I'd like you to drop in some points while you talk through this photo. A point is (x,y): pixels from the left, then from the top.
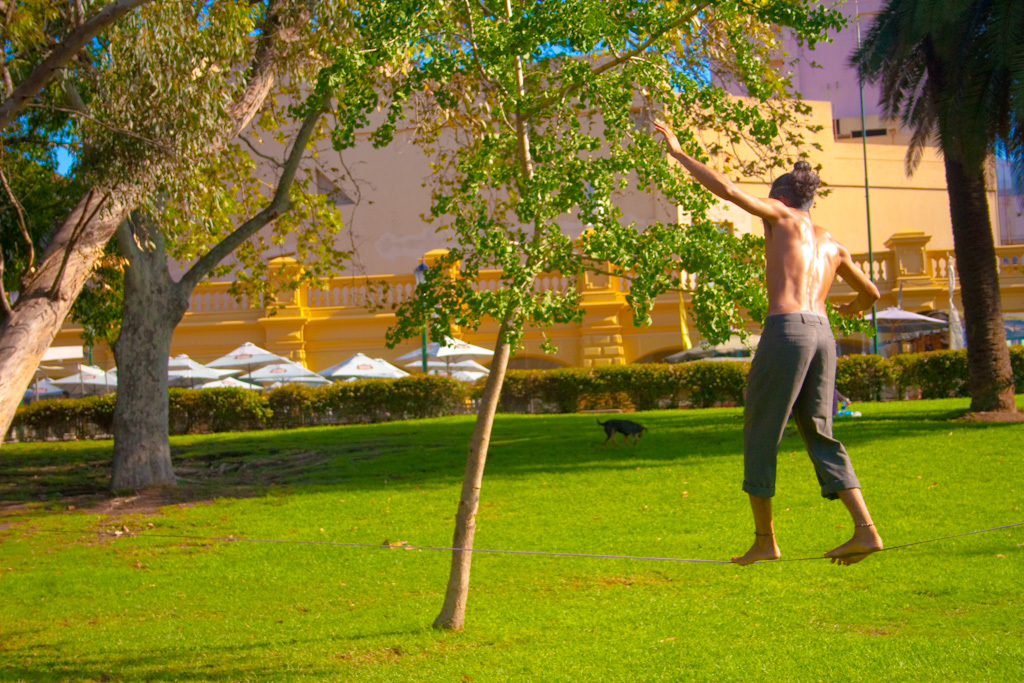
In this image we can see a person (829,485) standing on the balancing rope (212,540). In the background (543,412) there are buildings (742,161), parasols (242,369), trees (536,77), sky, bushes (264,426) and an animal (621,426) on the ground (360,550).
